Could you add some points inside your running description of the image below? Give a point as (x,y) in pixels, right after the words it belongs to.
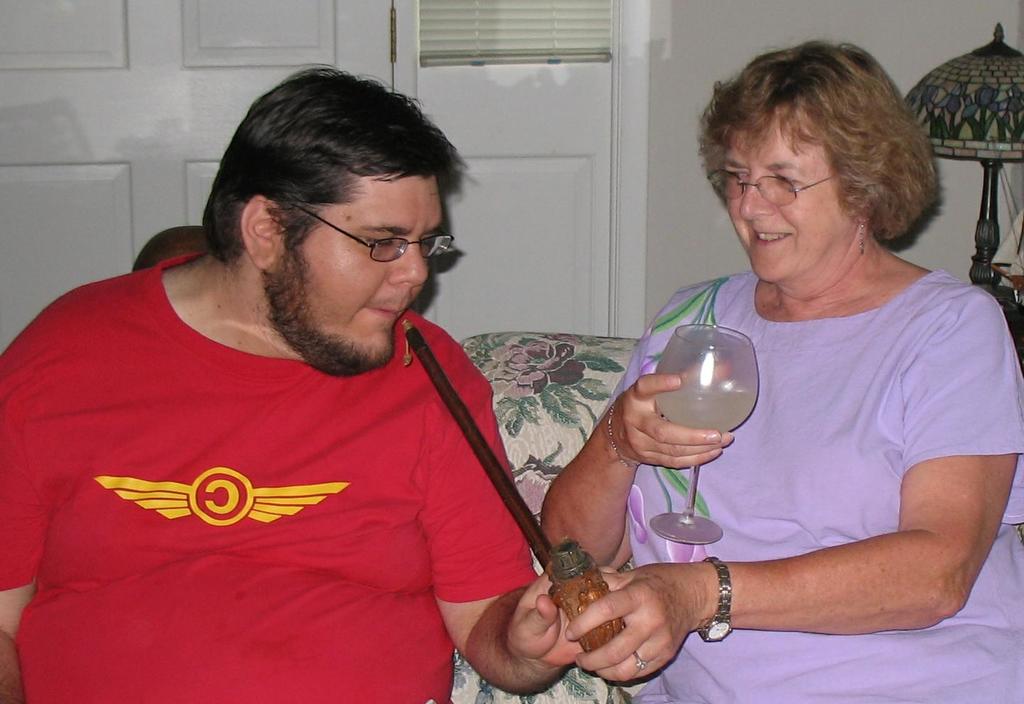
In the image I can see a man (509,608), woman (616,594) sitting in a couch (579,673), woman (680,456) is holding a glass (707,425) and they both are holding a stick (564,590), behind we can see a door (610,55) to the wall (680,55).
